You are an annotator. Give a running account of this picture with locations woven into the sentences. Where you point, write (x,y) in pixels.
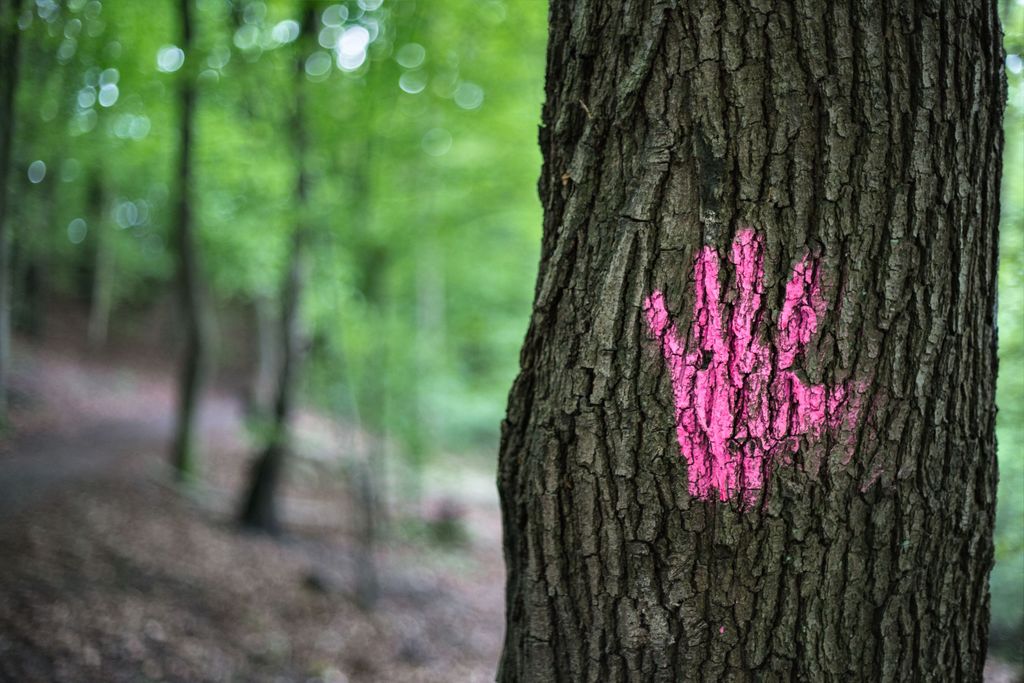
In this image there is a tree trunk (710,310), there is a colored person's hand (754,358) on the trunk (727,333), there are trees (346,167), the background of the image (320,112) is blurred.
